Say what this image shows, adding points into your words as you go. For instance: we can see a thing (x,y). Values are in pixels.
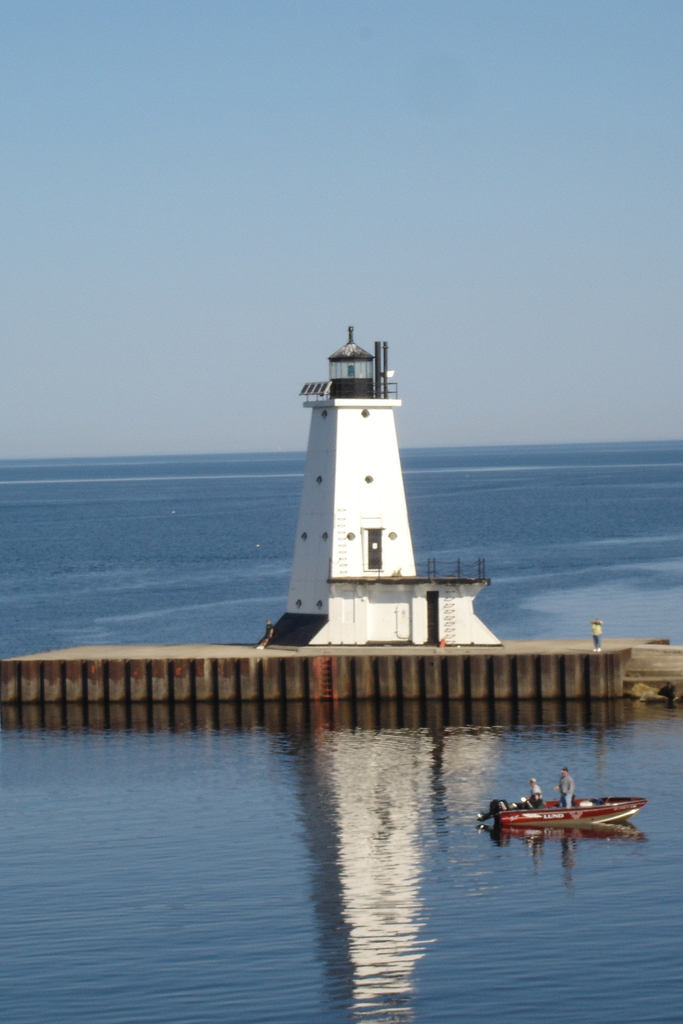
In this picture we can see a boat (569,812) on the water (495,826) with two people (572,791) on it, platform (568,641) with a person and a building (434,643) on it and in the background (135,285) we can see the sky (339,256).
